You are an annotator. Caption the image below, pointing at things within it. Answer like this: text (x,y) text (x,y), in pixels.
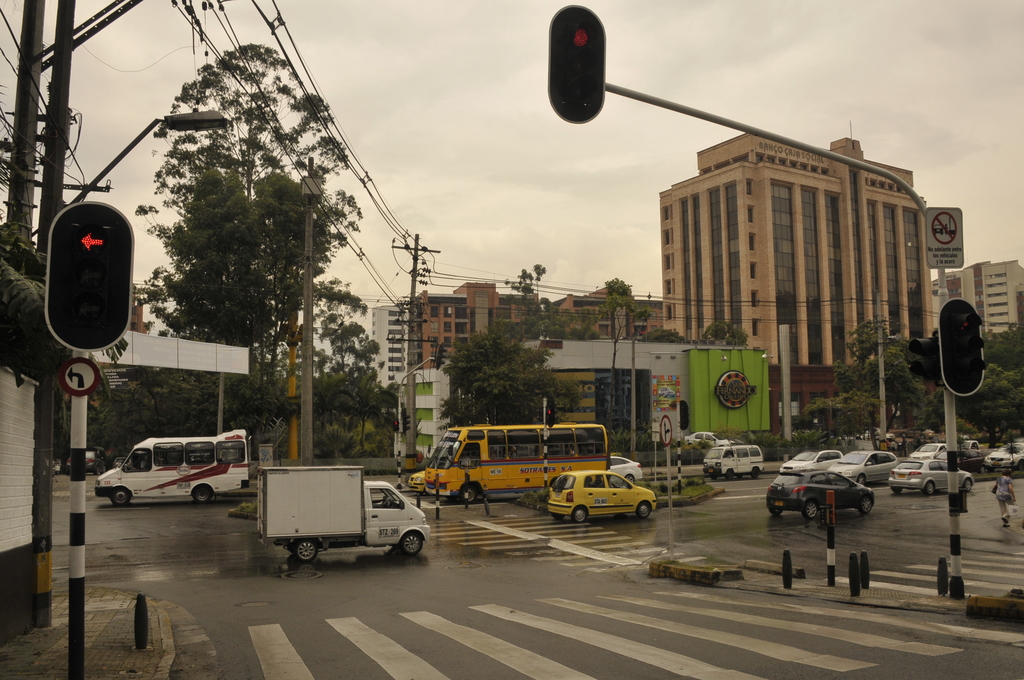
In this picture I can see there is a junction (502,495) and there are few vehicles (635,496) are moving on the road (235,503) and there are poles (75,510), trees (990,405) and there are few markings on the road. There are buildings (516,309) with glass windows (831,230) and the sky (423,136) is cloudy.
